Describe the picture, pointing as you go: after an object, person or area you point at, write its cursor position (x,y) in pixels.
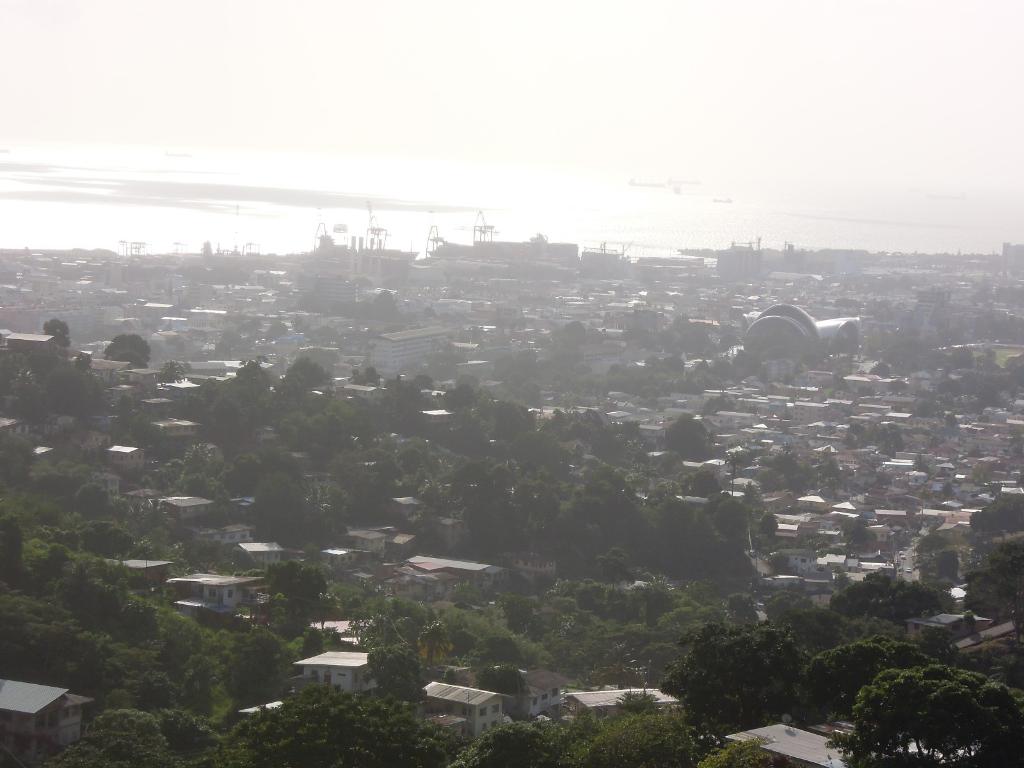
In this image we can see trees (191,634), houses (196,611), roofs (433,683), buildings (828,407), poles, windows (394,353), objects (500,246) on the water (546,203) and sky (433,59).
